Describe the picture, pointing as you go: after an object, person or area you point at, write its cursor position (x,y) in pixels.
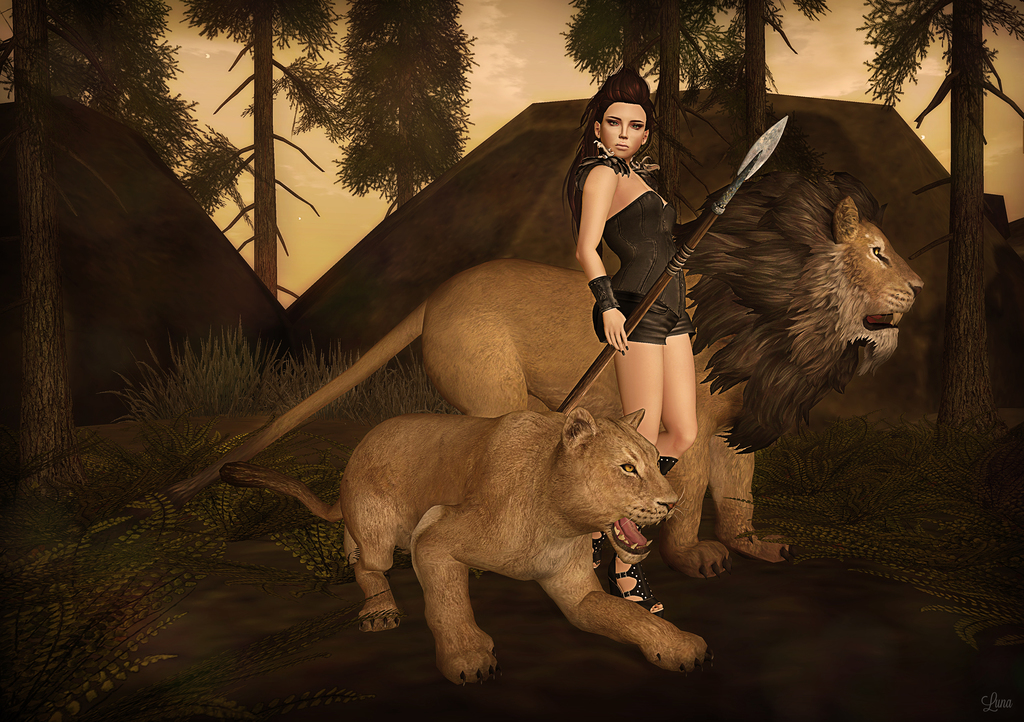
In this image I can see it is an animation. In the middle (660,459) a woman (651,441) is standing with a weapon (680,264), beside her two animals (613,421) are there. In the background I can see there are trees (658,157). At the top (554,68) there is the sky (551,72).
